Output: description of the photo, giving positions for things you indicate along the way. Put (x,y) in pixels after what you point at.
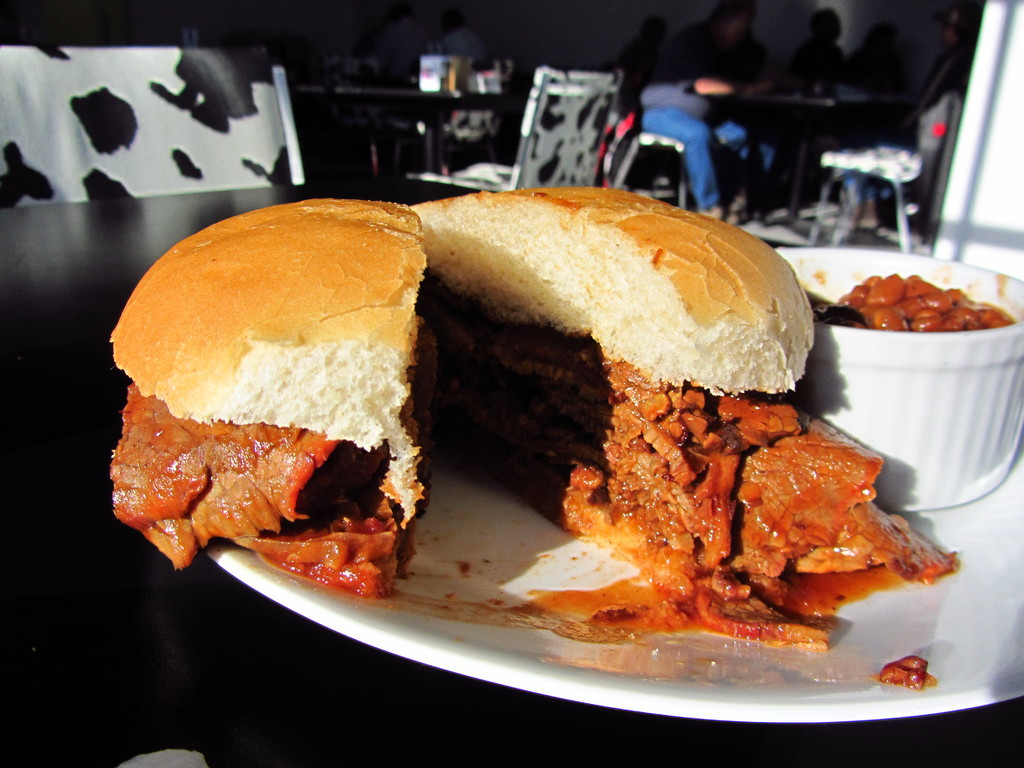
In the foreground of the image (895,459) we can see food (780,308) and bowl (935,335) placed on a plate (464,609) on the table (486,699). In the background (734,137), we can see a group of people (821,42) sitting on chairs (151,139) and group of tables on the floor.
